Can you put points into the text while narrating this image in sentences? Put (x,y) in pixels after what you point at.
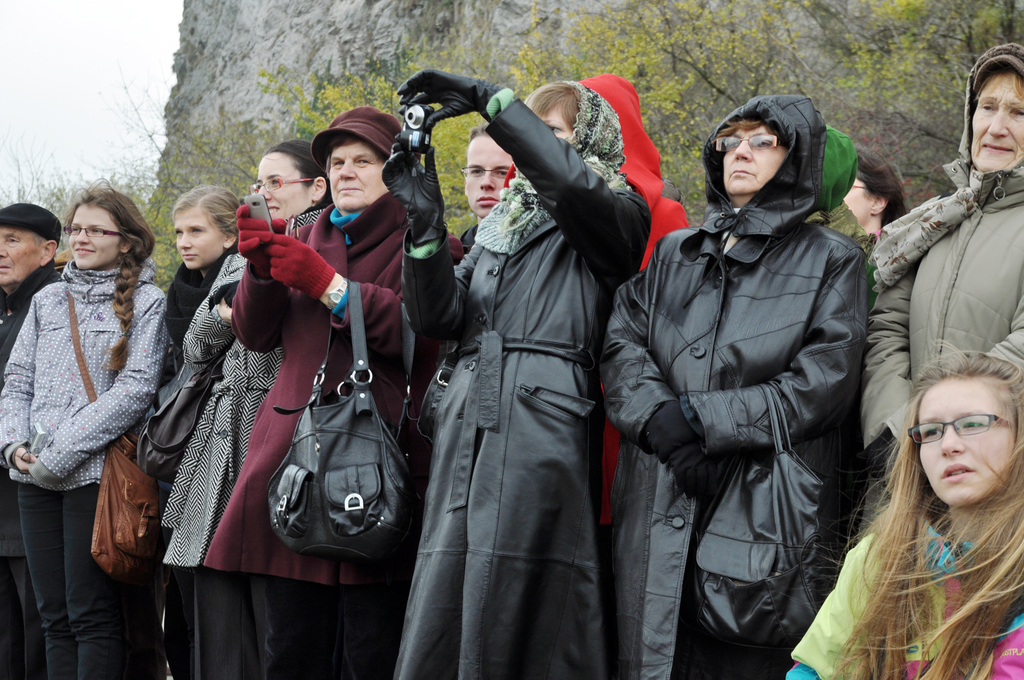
In this image, we can see some people (724,369) standing and in the background (938,51) there are some green color plants (895,68) and trees (317,103), there is a mountain (357,32).
